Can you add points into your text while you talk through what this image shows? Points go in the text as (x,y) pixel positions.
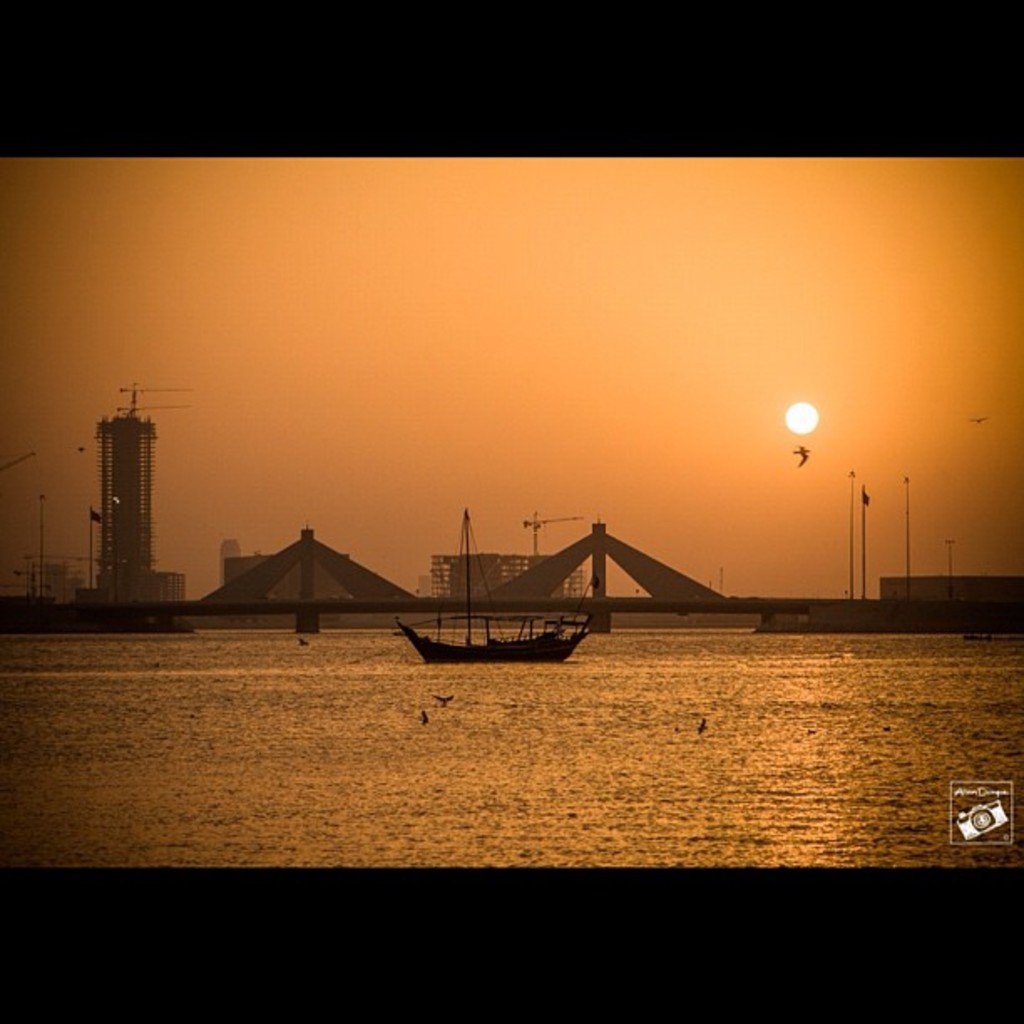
In the image we can see a boat (441,660) in the water (367,697). This is a water (514,788), bridge (655,604), pole (863,557), building (149,509), building crane (571,517), watermark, sky (540,406) and the sun (803,416). We can see there are even birds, flying in the sky (950,454).
